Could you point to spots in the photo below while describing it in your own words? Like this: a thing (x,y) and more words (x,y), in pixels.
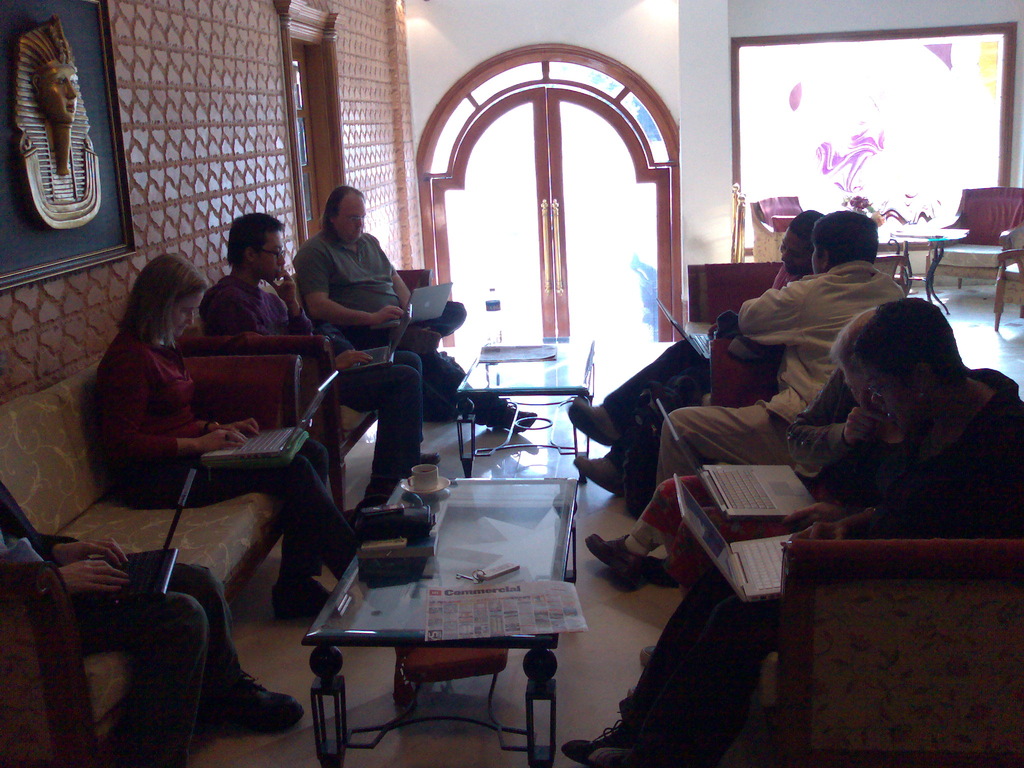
As we can see in the image there is a wall (694,116), door (458,267), screen (941,63), few people (197,588) sitting on sofa (813,683) and a table (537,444). On table (415,587) there are papers (486,593), keys (477,573) and bag (412,532).
